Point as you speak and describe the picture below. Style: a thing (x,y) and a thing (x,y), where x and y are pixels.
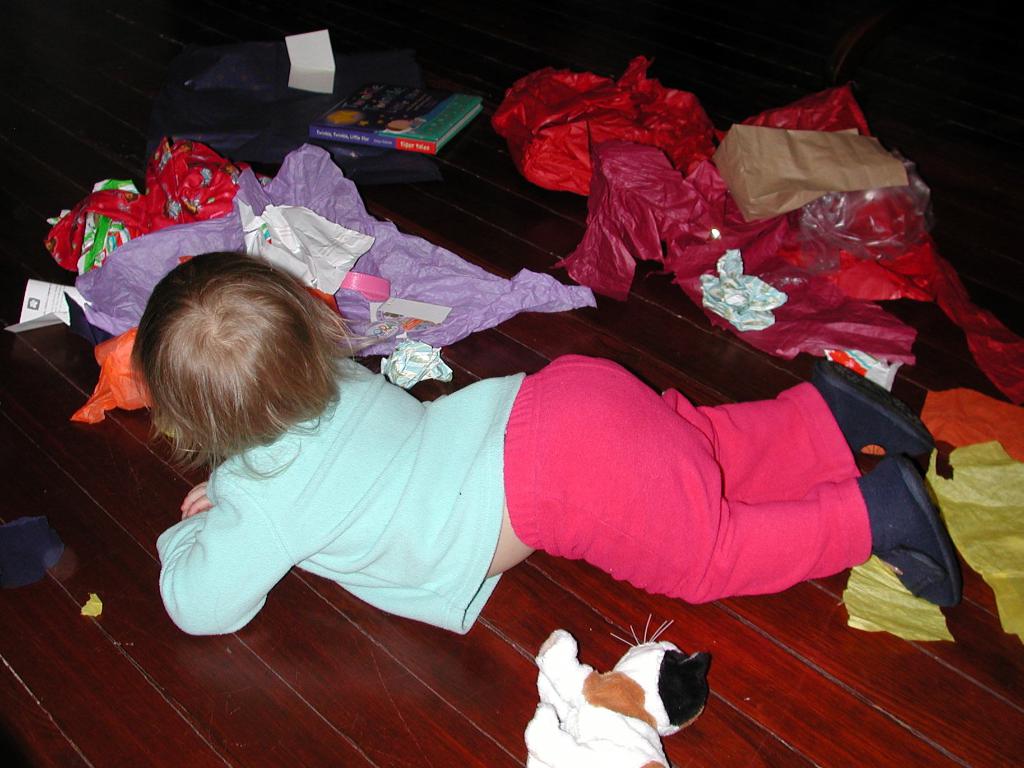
This picture is clicked inside. In the center (378,503) there is a kid (432,491) wearing blue color t-shirt (359,495) and lying on the wooden object (527,634) and we can see there are some items (631,675) placed on the wooden floor (740,343).
